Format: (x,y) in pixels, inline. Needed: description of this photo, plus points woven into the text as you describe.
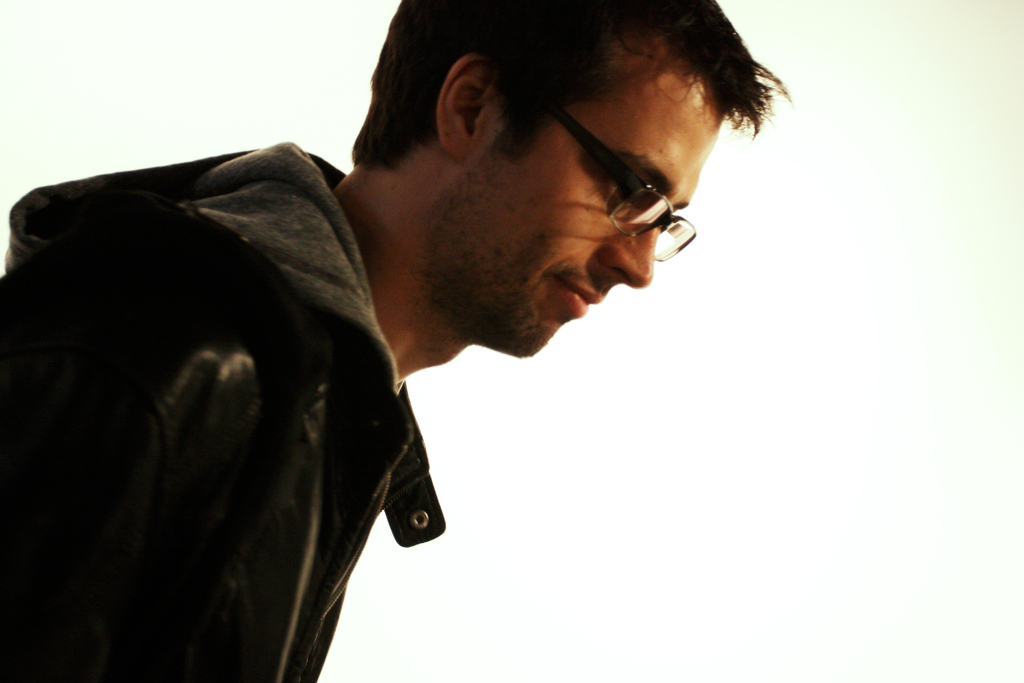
Here in this picture we can see a person (350,215) present over a place and we can see he is wearing a jacket (199,291) and spectacles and he is smiling.
